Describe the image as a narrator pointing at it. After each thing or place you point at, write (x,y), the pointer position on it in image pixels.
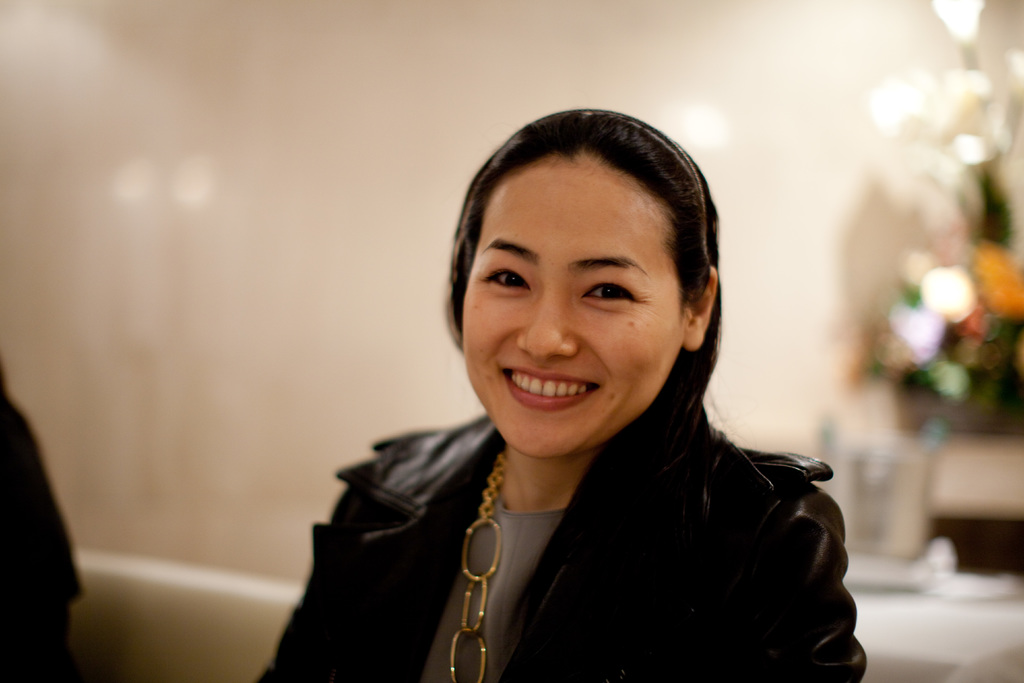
In this image in front (512,414) there is a person (595,363) wearing a smile (524,388) on her face (588,396). Beside her there is another person (23,655). Behind her there is a flower pot (924,370). There is a wall (363,102). There are lights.
